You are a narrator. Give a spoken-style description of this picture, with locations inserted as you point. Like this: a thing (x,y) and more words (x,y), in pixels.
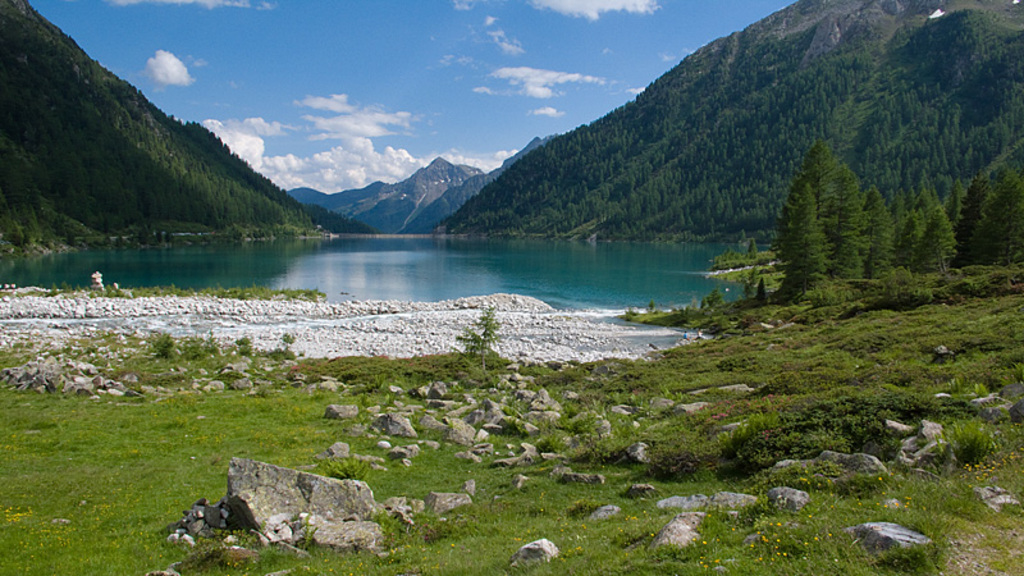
In this image, we can see trees (862,137), hills (684,170) and at the bottom (406,451), there is water (475,280) and rocks (395,343). At the top (362,77), there are clouds (505,74) in the sky (384,117).
